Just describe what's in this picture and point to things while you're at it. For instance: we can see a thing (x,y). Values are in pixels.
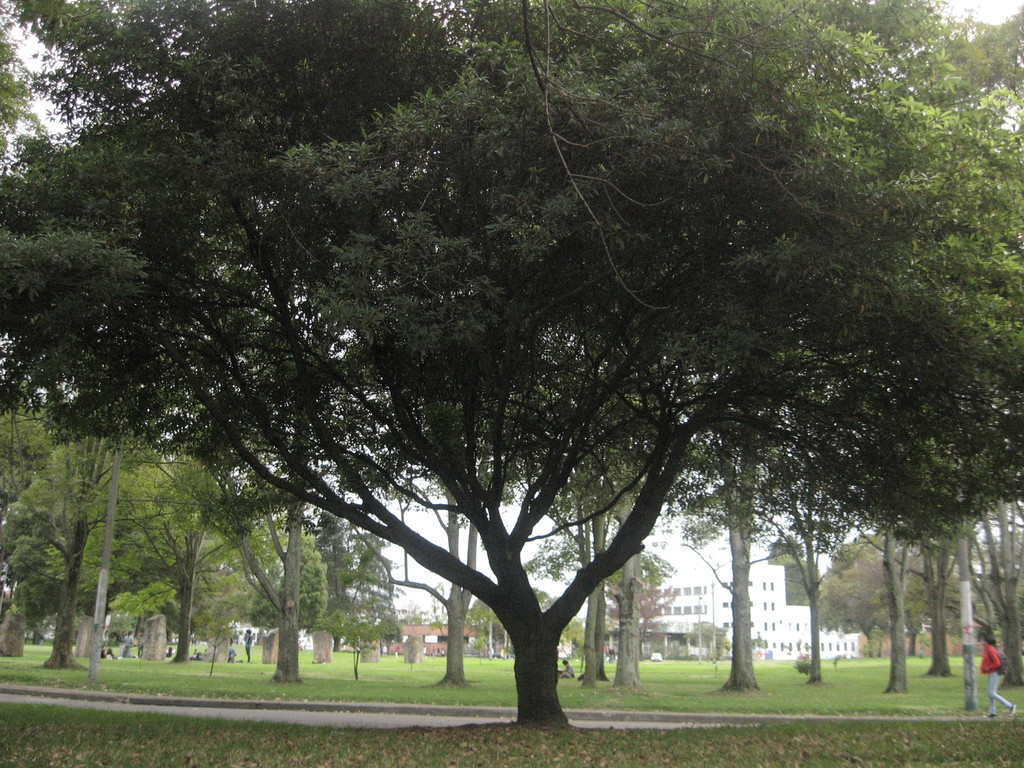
In this image I can see there is a person (991,645) walking at right side (992,660) on the walkway (926,717), there is some grass (347,760), trees (315,623), poles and in the background (715,617) there is a building (683,608) and the sky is clear.
